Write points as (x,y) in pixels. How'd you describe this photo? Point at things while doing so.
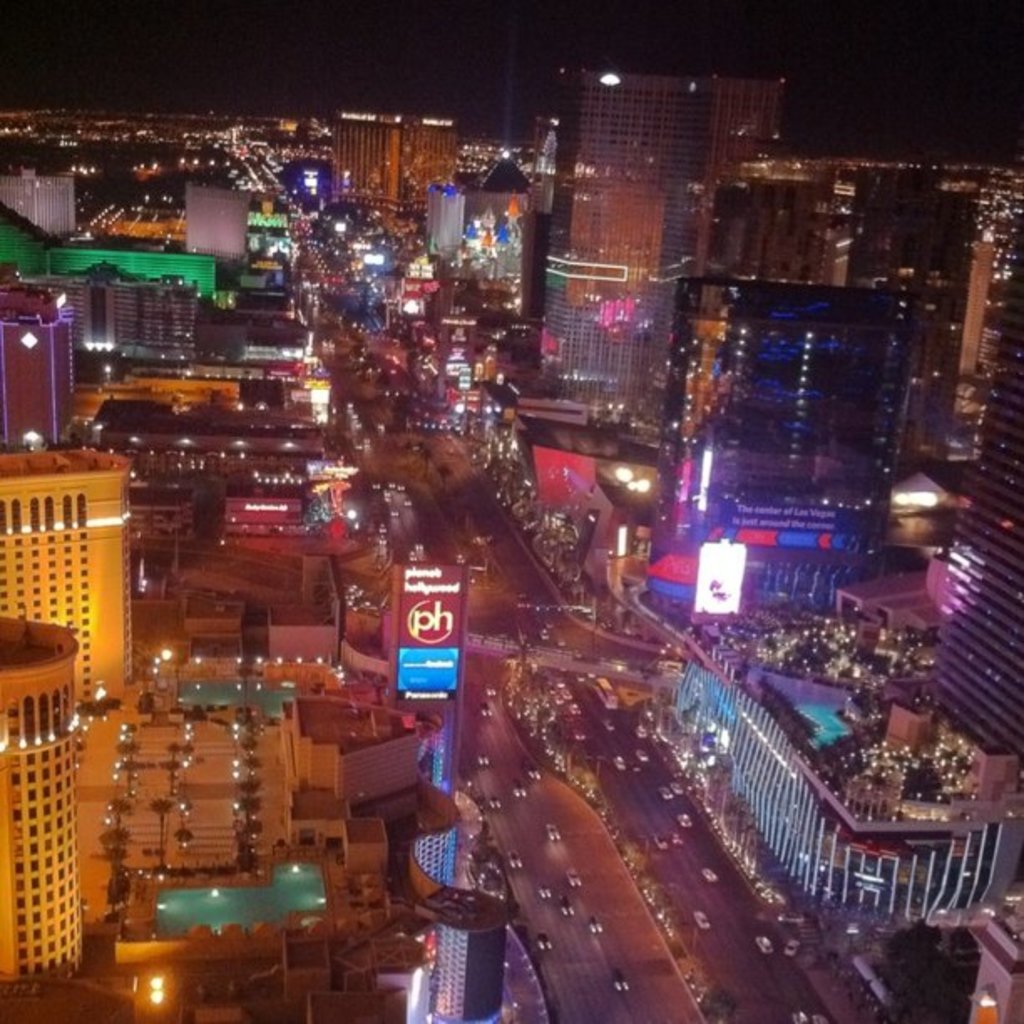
In this image, I can see the view of the city (672,374). These are the buildings (541,298) with the lights (227,301). This looks like a board (411,676), which is attached to a pole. I can see the vehicles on the road (594,752). At the bottom right side of the image (924,1021), that looks like a tree (924,951).
